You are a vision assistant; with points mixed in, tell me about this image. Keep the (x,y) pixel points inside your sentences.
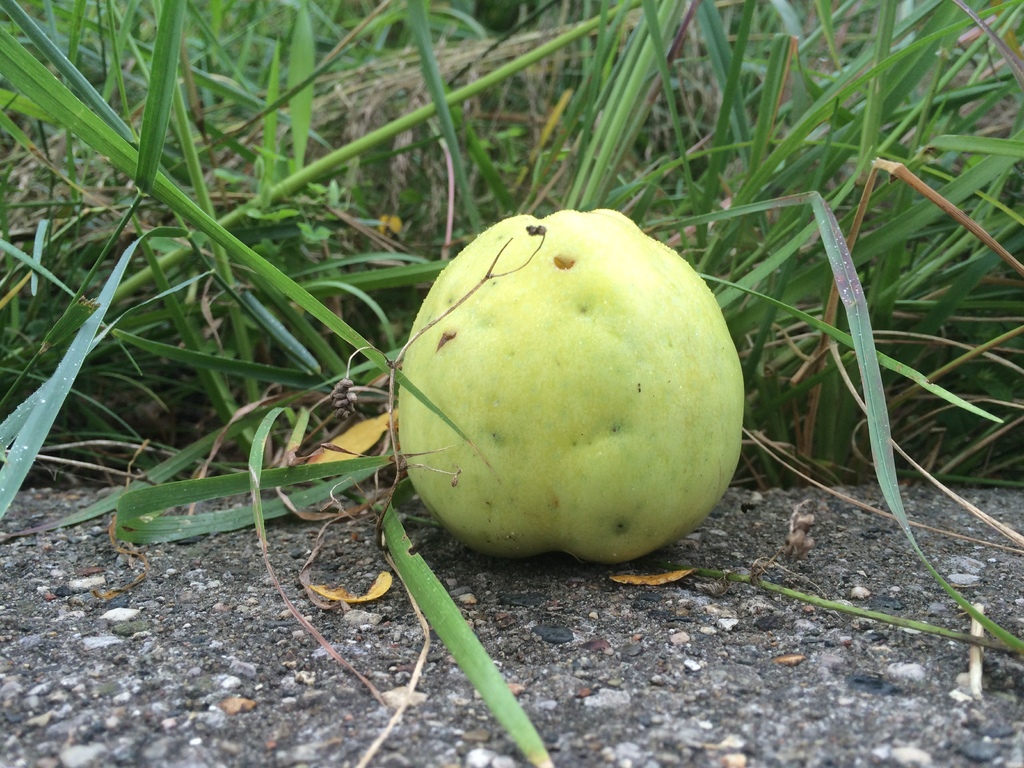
In this picture, we see a fruit (644,313) which looks like a guava (611,485). At the bottom (213,653), we see the road (430,684) and the stones (420,702). In the background (558,120), we see the grass (742,157), which is green in color.
